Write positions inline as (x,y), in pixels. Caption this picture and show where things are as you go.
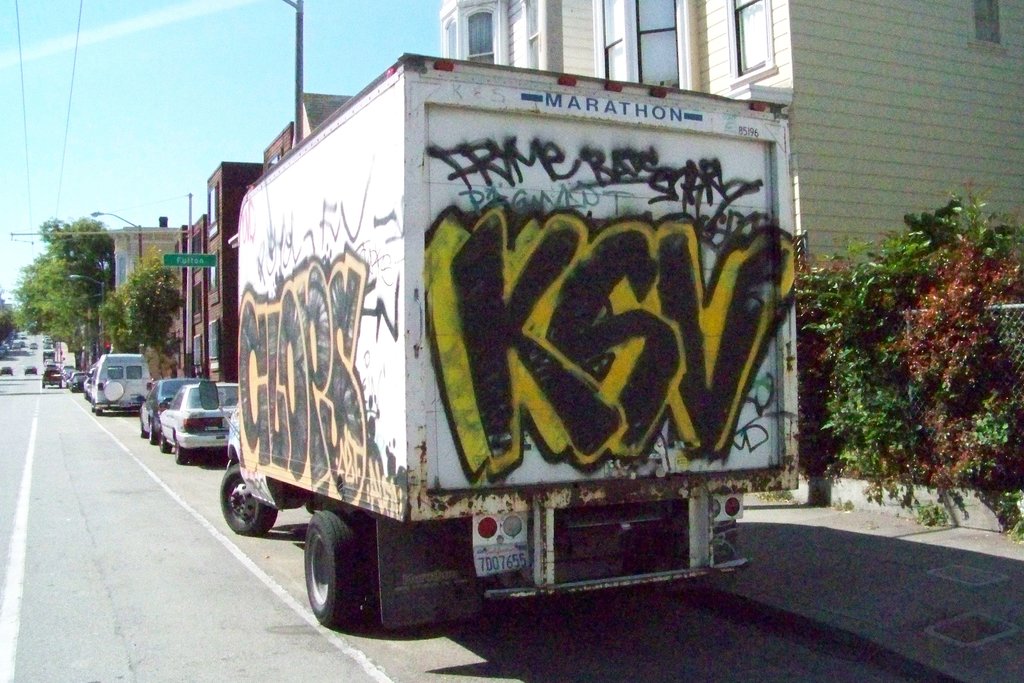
There are vehicles (277,454) on the road (241,606). Here we can see plants (860,476), poles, trees (102,258), board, and buildings (531,42). In the background (87,105) there is sky (154,119).
